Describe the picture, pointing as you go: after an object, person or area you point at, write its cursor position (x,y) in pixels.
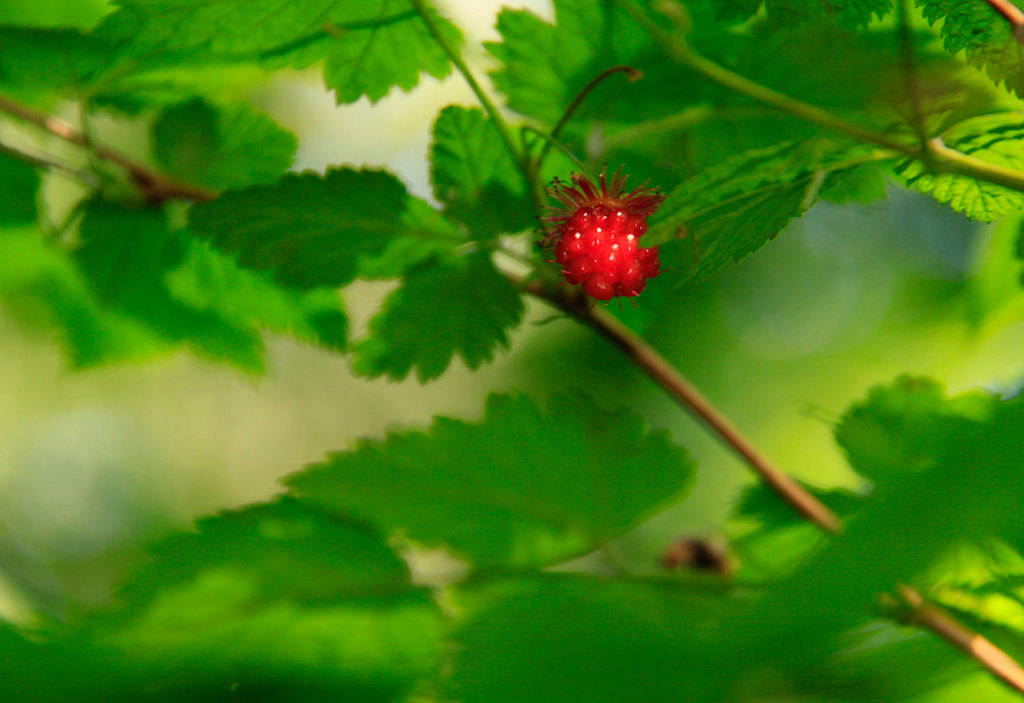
In this picture we can see the leaves (1010,438) and fruit (609,273). In the background (558,373), the image is blur.
